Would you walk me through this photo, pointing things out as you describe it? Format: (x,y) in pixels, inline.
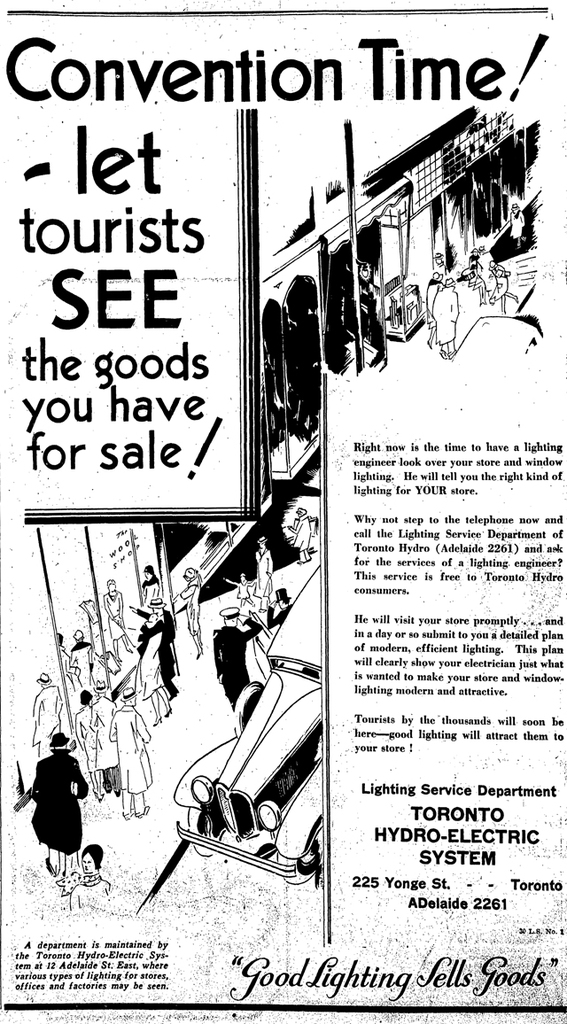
In this picture, we can see a poster (301,485) with some text (376,442) and some images (275,567) on it.
